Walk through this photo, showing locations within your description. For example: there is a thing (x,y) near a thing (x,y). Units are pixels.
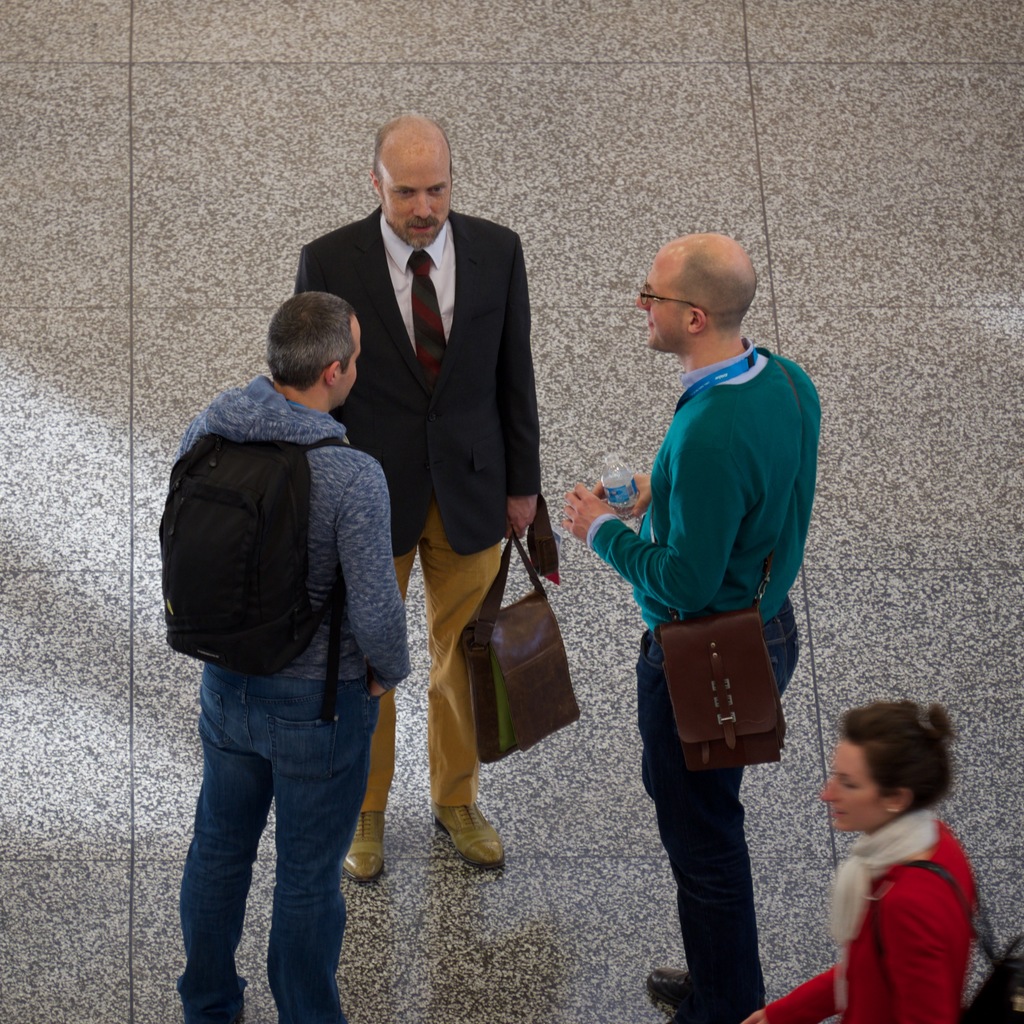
In this picture, we can see a few people (519,402) holding some objects (540,561), and we can see the ground (522,582).
